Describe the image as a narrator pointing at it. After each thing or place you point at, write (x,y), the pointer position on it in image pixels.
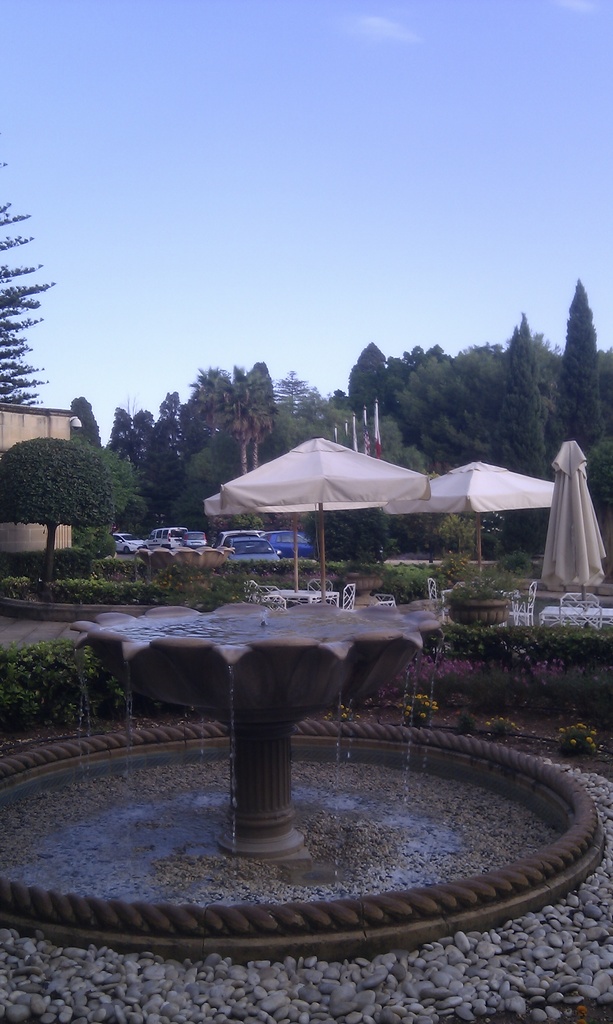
In the center of the image (334,665) we can see stones (360,843) and one fountain (307,869). In the background (280,193), we can see the sky (67,337), trees (132,439), one building (57,412), plants (453,529), vehicles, outdoor umbrellas (397,492), fountains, pots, one cloth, flowers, poles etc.
